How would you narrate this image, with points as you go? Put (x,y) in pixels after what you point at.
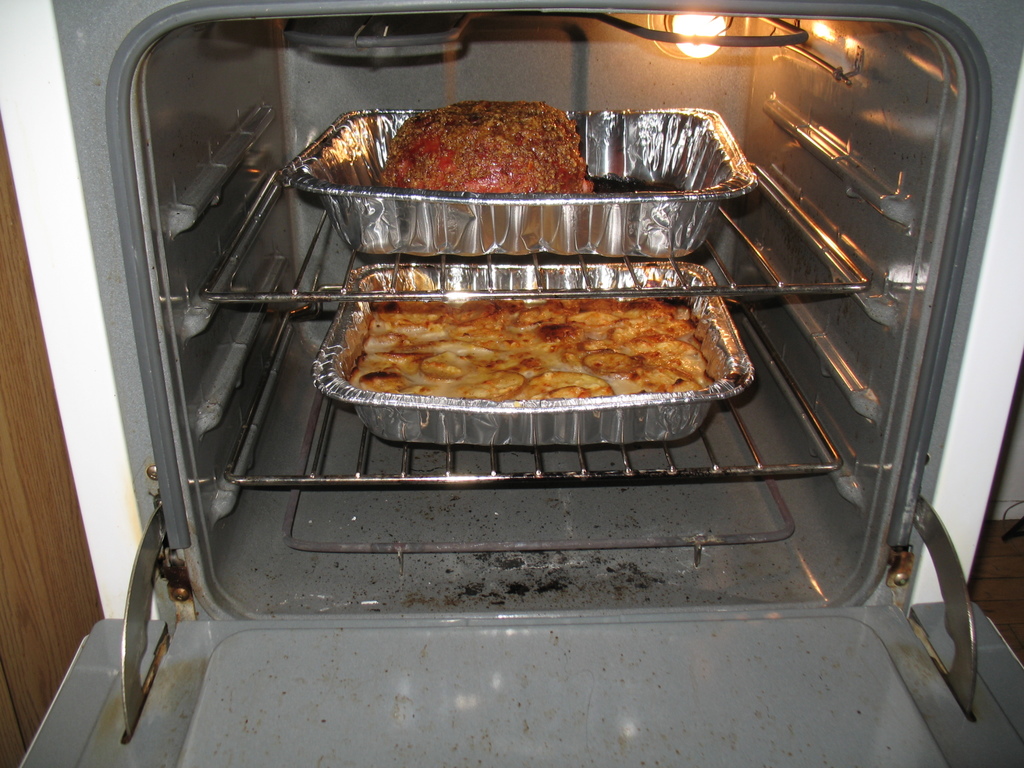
In this image we can see some food (590,382) in the trays (363,317) which are placed on the racks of an oven (486,488).
